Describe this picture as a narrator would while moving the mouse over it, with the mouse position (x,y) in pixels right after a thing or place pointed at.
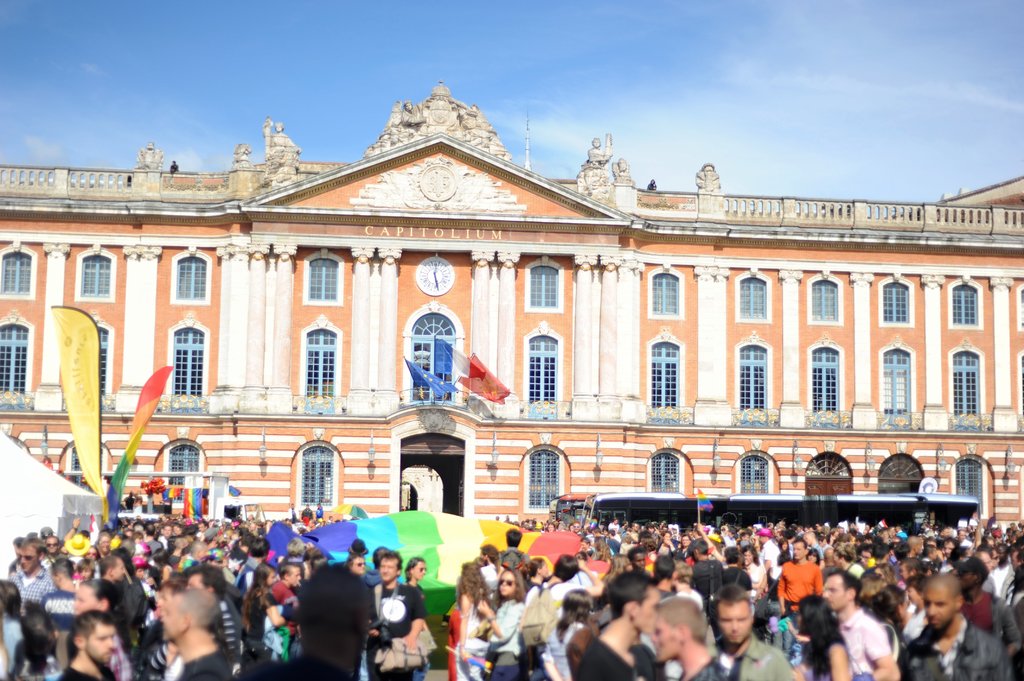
As we can see in the image there are group of people (330,574) standing, buildings (589,472), flags (477,363), clock (420,279) and sky (444,70).
